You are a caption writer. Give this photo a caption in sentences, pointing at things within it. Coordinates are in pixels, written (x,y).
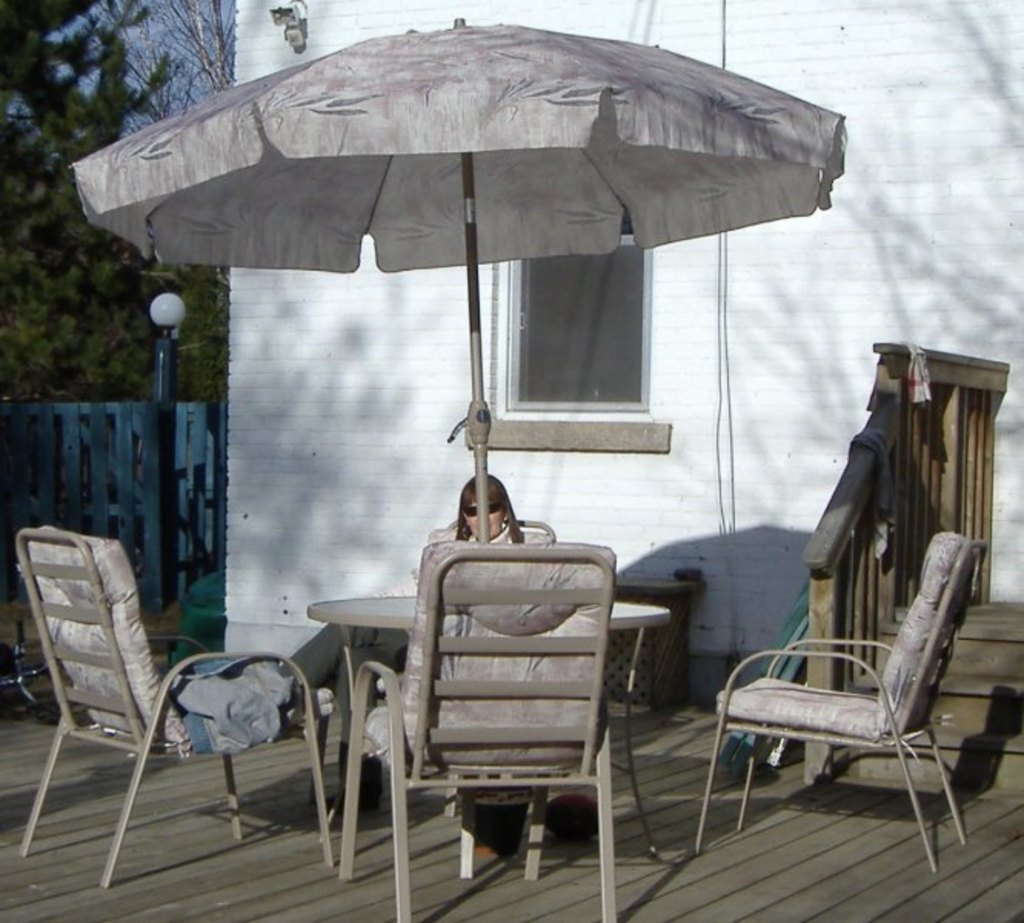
In the image in the center (542,339) there is a building (327,544), wall (316,529), window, pole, fence (121,422), staircase (884,624), umbrella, table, chairs (909,664) and one person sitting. In the background (50,50) we can see the sky (152,50) and trees (52,251).
